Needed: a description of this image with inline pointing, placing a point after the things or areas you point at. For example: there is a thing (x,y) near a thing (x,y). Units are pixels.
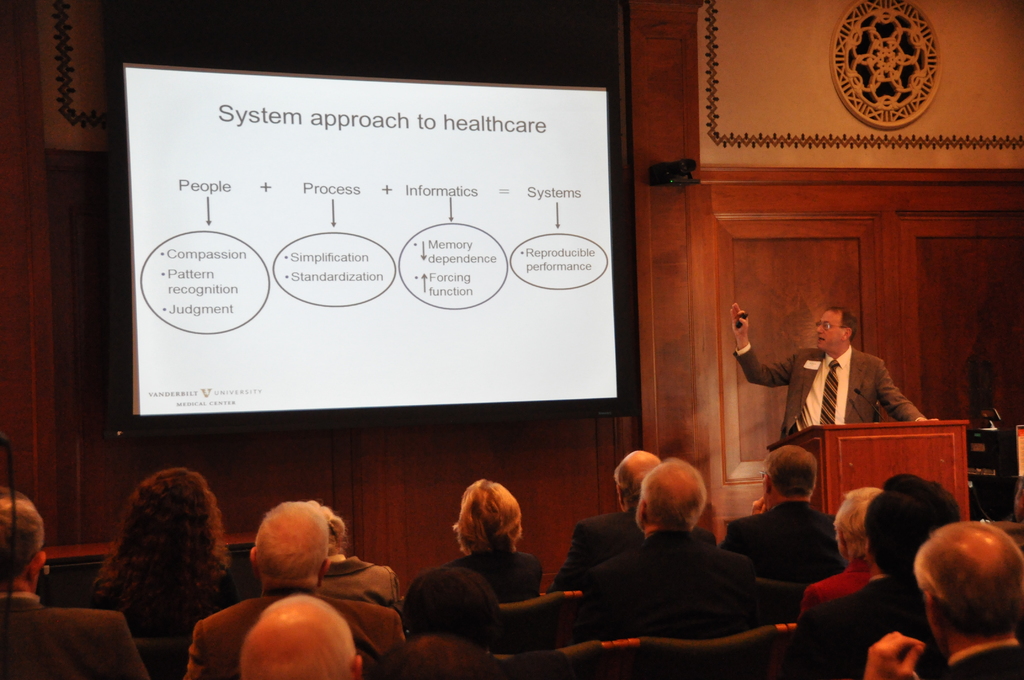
At the bottom of the image (25,517) there are people (54,649) sitting on chairs (783,606). In the background of the image (776,273) there is a wall (703,399) with a screen (355,228). To the right side of the image (810,416) there is a person (809,358) standing. There is a podium (852,459).
